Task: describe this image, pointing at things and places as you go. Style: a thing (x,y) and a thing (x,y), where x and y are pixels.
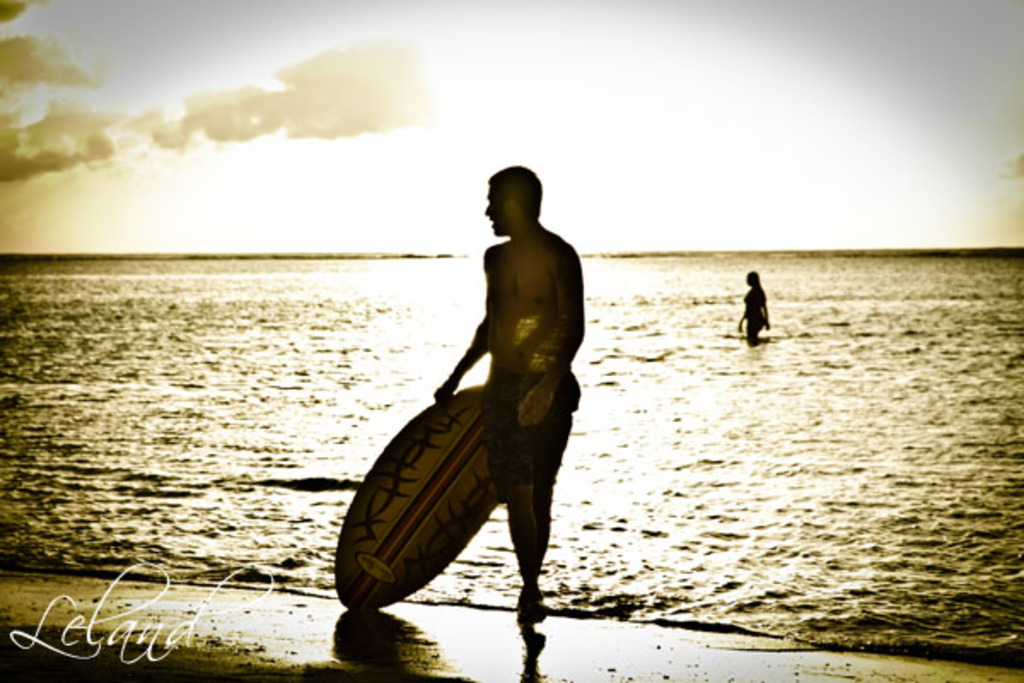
On the background (430,113) we can see sky (313,148) with clouds (106,158). This is a sea (798,321) and we can see a woman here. In Front of the sea (671,554) there is a man (506,181), standing and holding a surfboard (439,478) in his hand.
